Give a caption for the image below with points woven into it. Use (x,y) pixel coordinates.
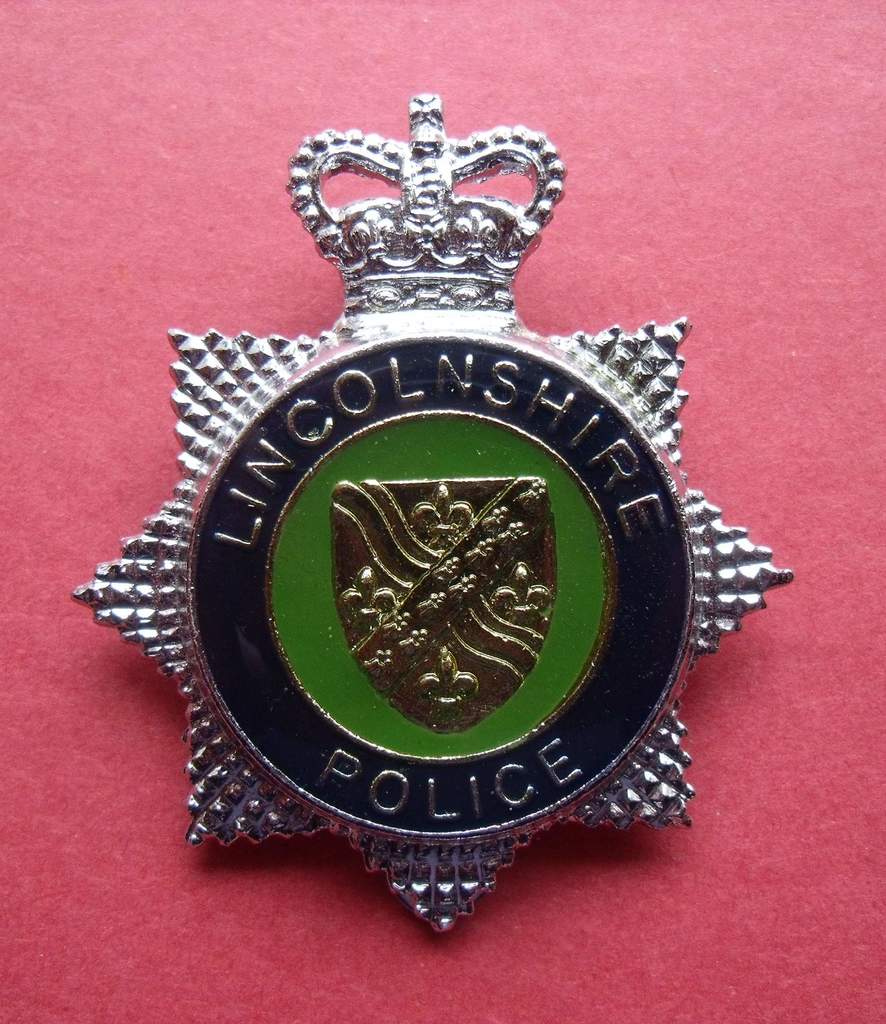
In this image we can see a badge (514,585) on the red color surface (82,721) with some text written on it.
